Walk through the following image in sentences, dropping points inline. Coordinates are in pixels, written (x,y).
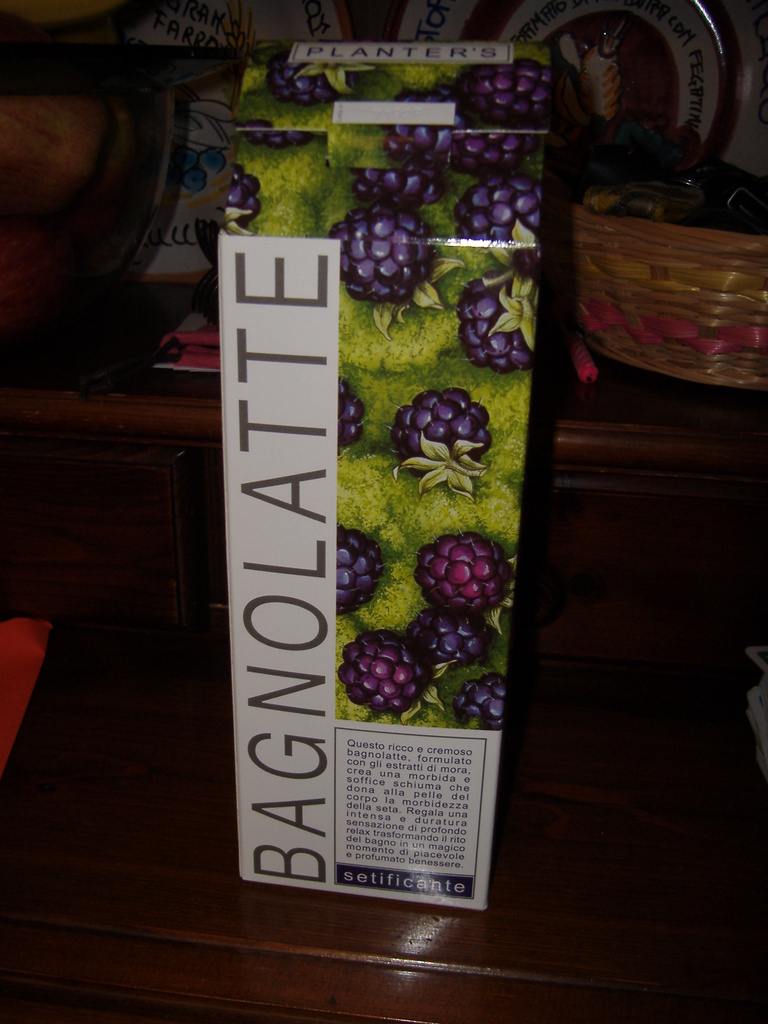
In this image in the center (435,610) there is one box (399,607) and on the box (312,319) there is some text (289,742) and in the background (619,260) there are some baskets (648,244) and some plates (200,107), at the bottom (607,805) there is a wooden table (150,608).
